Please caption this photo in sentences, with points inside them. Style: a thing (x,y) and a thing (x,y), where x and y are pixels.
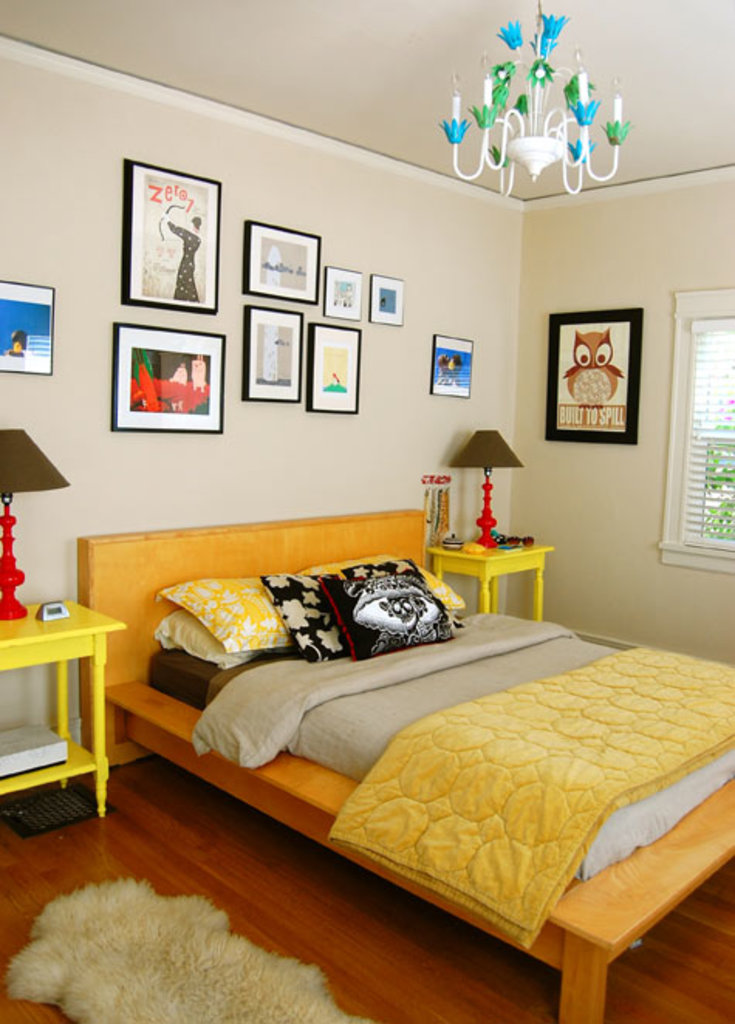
In the center (253,532) we can see bed (257,795), on bed (315,807) there is a blanket (592,752), pillows (237,585). On the right (579,420) we can see table (469,564), lamp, window (719,480), photo frame (626,420). And coming to background (157,426) we can see photo frames (200,429) and few objects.
